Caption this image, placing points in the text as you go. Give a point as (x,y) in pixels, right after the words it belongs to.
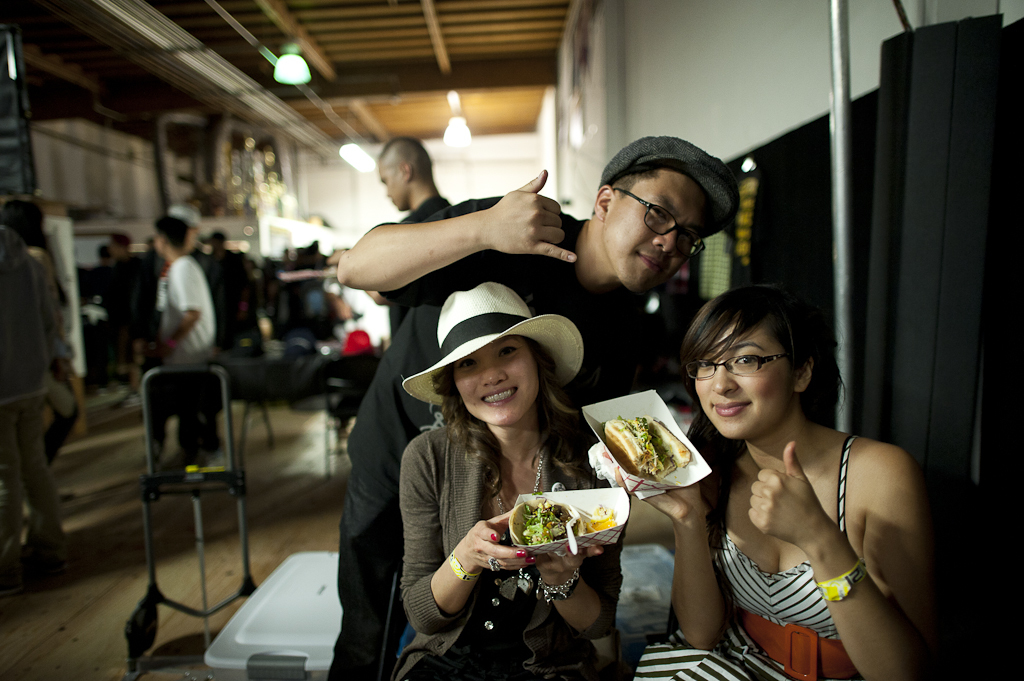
In the center of the image (490,414) we can see persons (593,555) holding the food (601,521) in their hands (564,557). In the background (551,77) there are persons (232,265), lights (302,78), wall (99,183) and roof (297,31).
